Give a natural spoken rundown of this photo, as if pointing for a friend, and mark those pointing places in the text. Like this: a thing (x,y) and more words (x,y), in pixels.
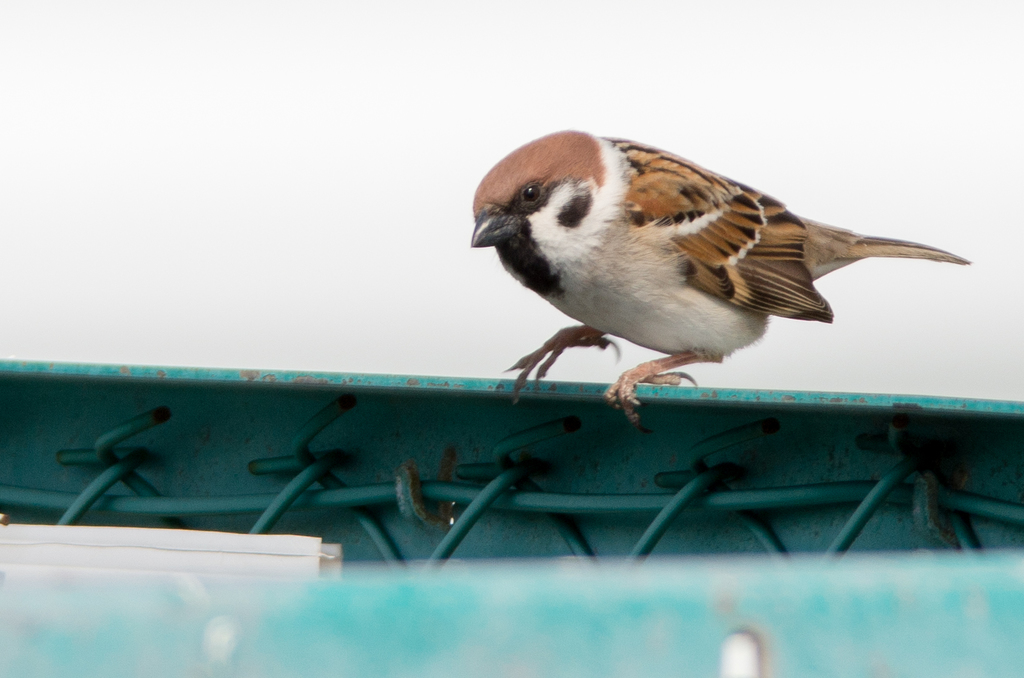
This image consists of a sparrow (635,417) in brown color. At the bottom (803,519), we can see a fencing (404,546). At the top (690,60), there is sky (690,60).
